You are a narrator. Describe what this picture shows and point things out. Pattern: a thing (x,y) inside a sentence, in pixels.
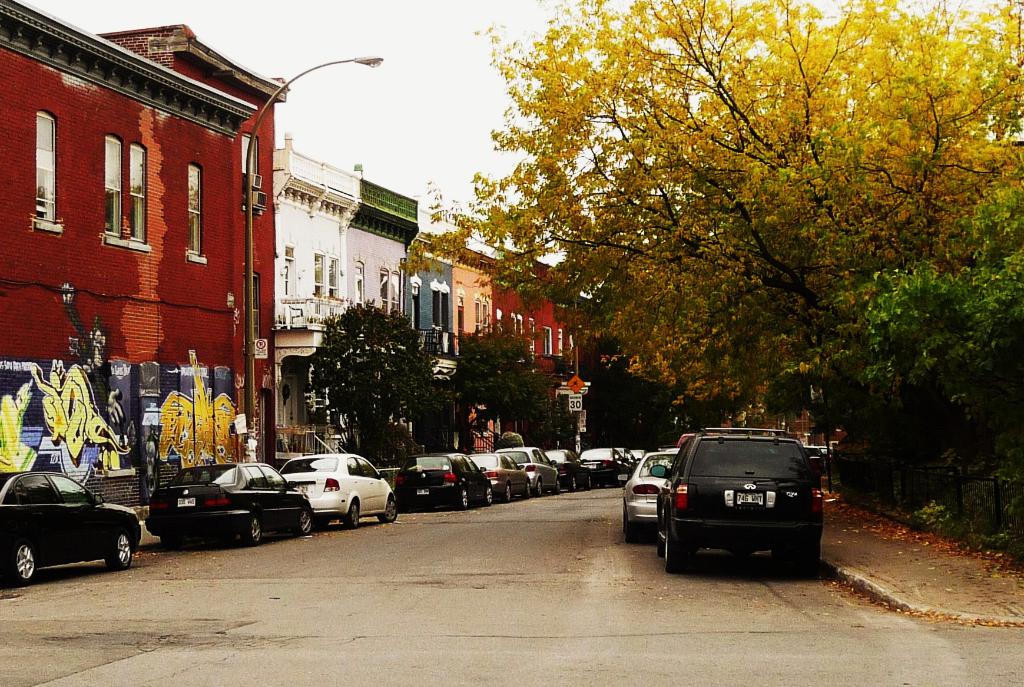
This image is clicked on the road (459,608). There are cars (667,452) parked on the road (527,633). Beside the road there is a walkway (881,561). On the walkway (878,545) there are sign board poles (570,395) and street light poles (252,347). To the left (172,288) there are buildings (282,303). There are paintings (130,376) on the walls (82,230) of the buildings (404,308). To the right (831,300) there are trees (831,250). At the top (416,41) there is the sky (401,35).
